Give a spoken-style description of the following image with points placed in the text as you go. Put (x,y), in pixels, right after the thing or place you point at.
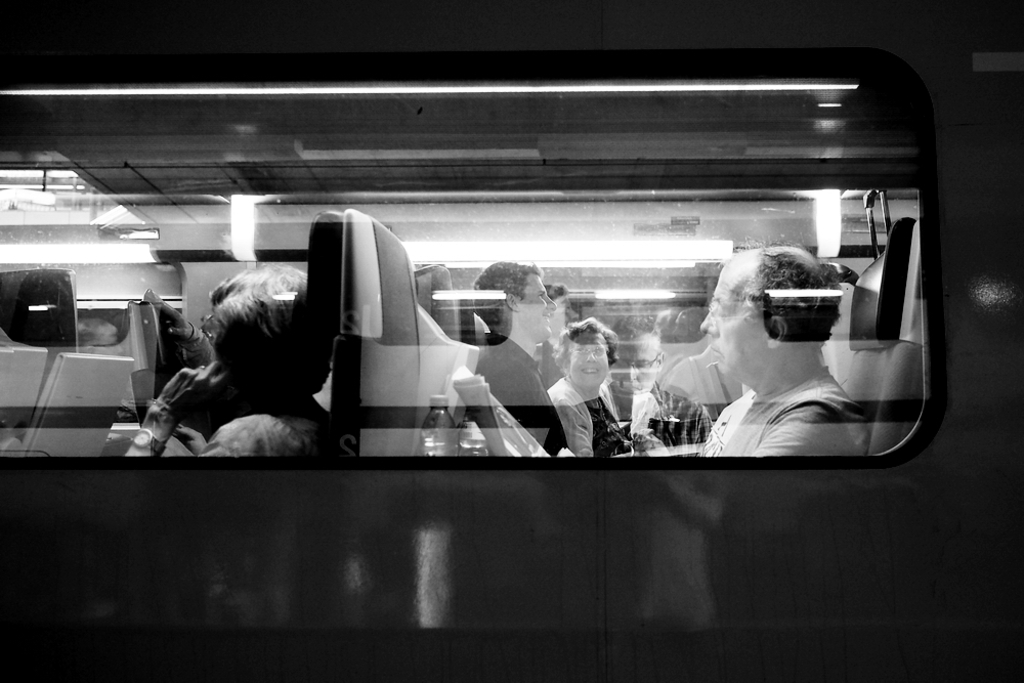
This is a black and white image. I can see a vehicle (633,530) with a glass window (356,445). There are few people (306,374) sitting on the seats (425,396) in the vehicle (416,382).
